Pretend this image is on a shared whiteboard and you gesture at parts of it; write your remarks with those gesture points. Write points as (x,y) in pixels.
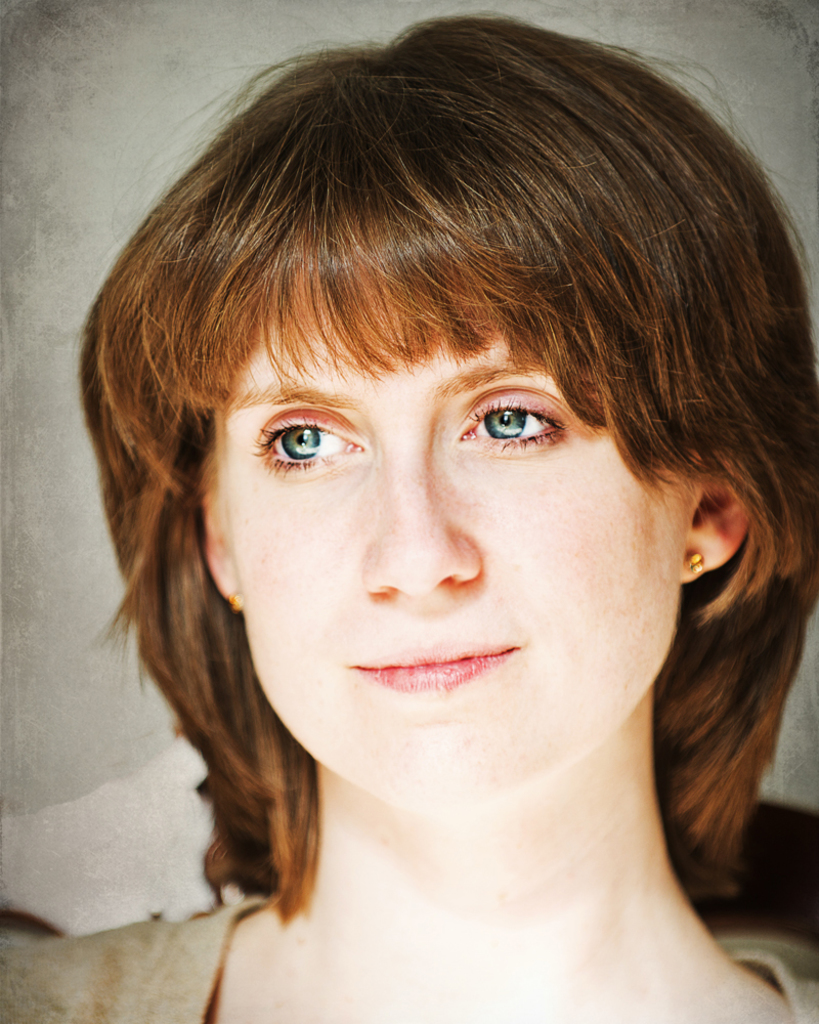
As we can see in the image there is a woman face (435,424).
